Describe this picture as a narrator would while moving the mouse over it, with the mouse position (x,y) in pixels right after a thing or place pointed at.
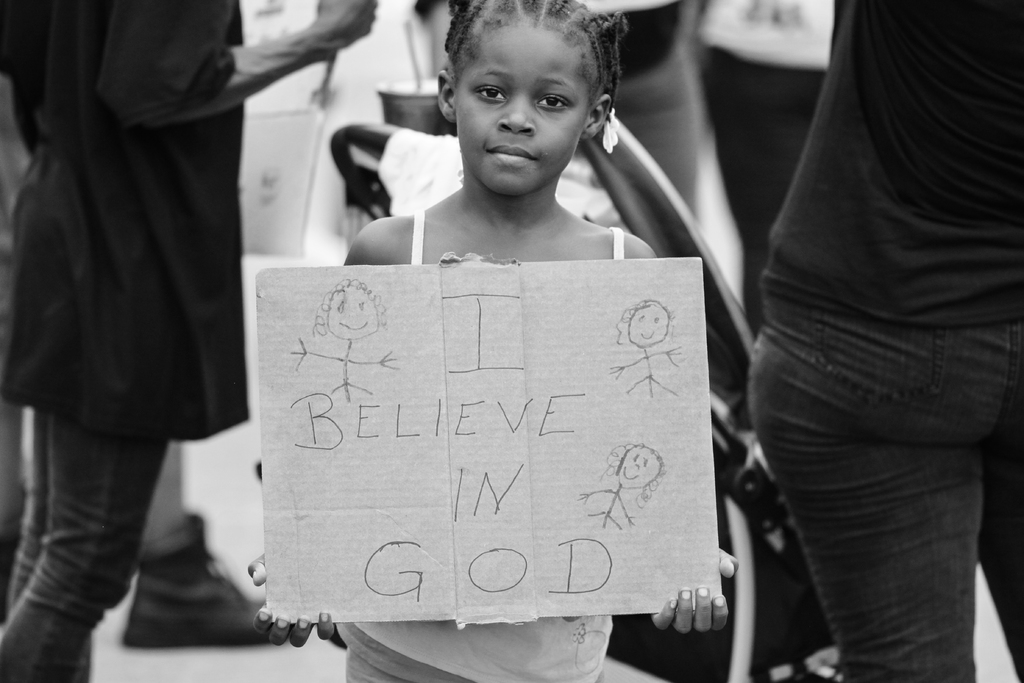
In the picture there is a girl (492,170) holding a board (587,402) with the text (481,401), behind the girl (507,52) there are people (879,124) standing.
